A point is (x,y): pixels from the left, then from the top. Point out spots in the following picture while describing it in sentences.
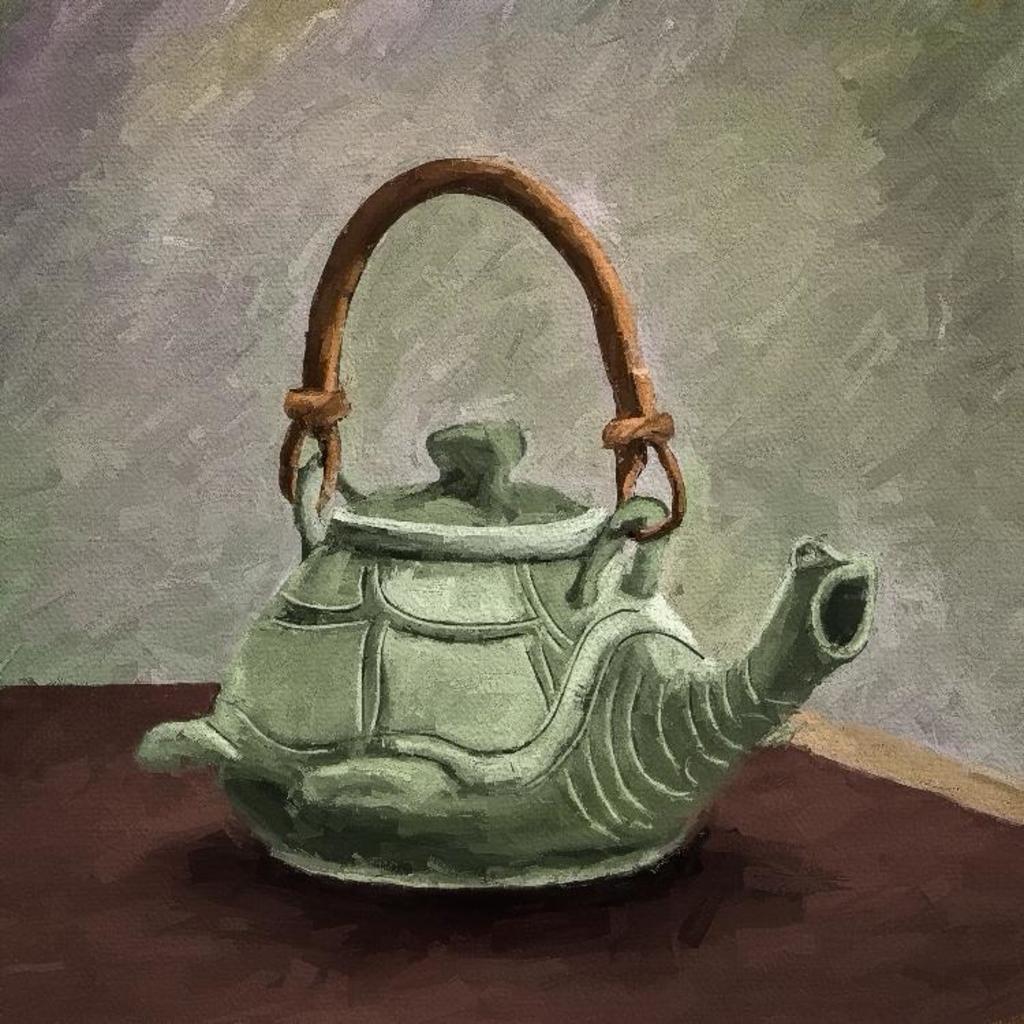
As we can see in the image there is painting (450,597) of tea pot (477,546).
